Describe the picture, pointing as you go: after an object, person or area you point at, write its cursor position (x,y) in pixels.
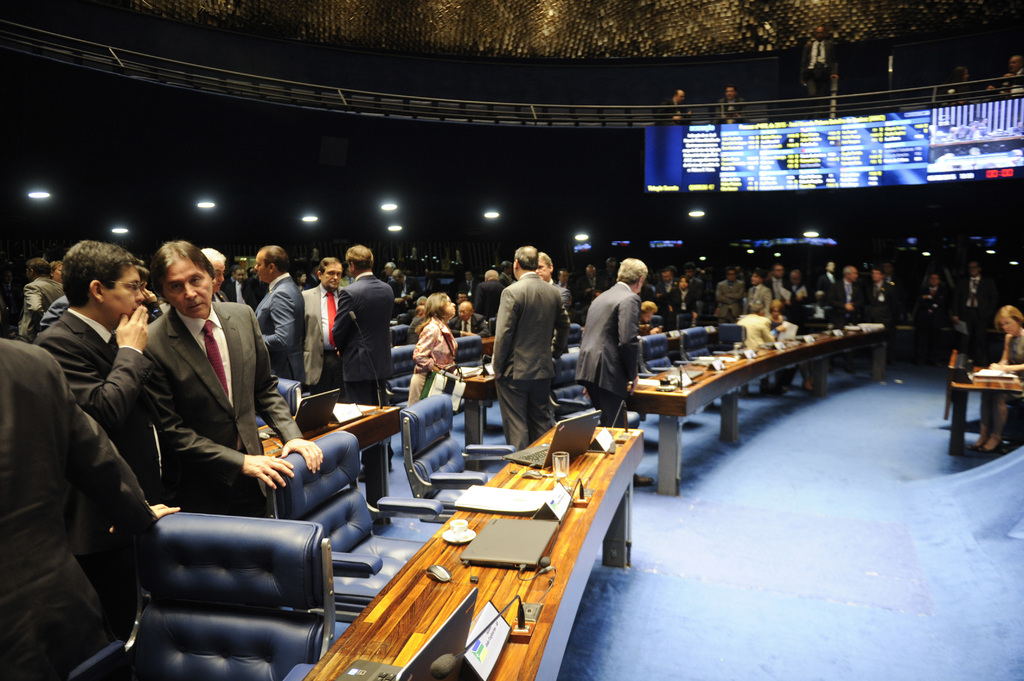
In this image we can see few people (603,320) standing in a room (957,249) and there are a few chairs (647,364), tables (752,364), on the table (586,538) there are laptops (554,452), a glass (564,470), mic (524,620) and a few object (486,640), there are lights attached to the ceiling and a screen (867,143) on the top of the picture (760,133).
